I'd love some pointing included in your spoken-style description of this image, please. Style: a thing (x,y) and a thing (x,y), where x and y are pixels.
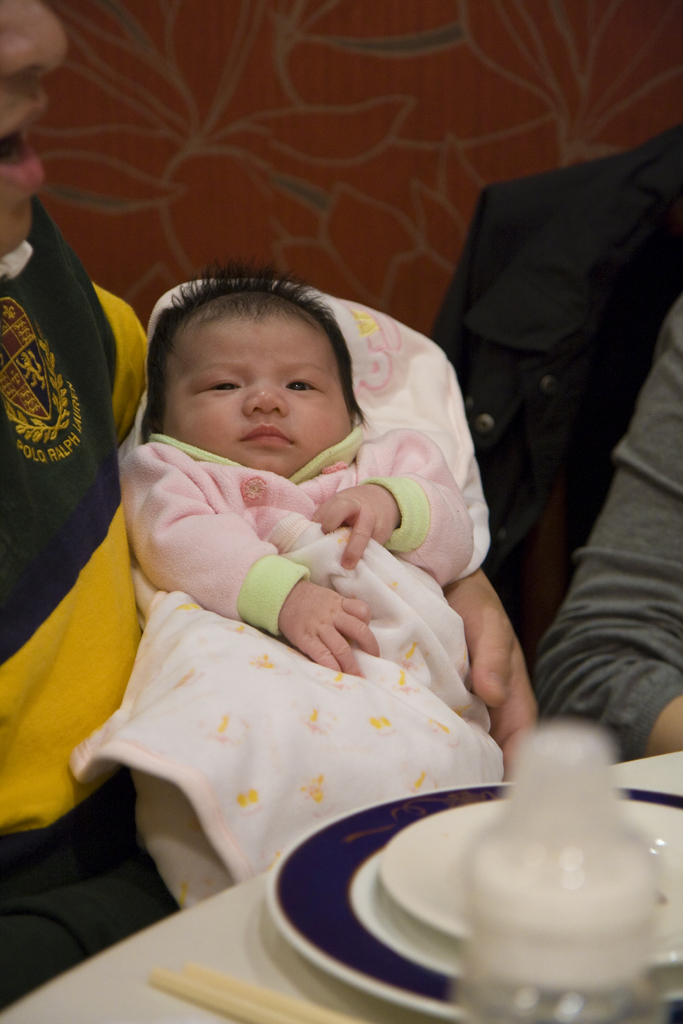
In the foreground of this image (283,599), there is a person (111,596) holding a baby (284,457) and beside them, there is another person (640,573) sitting on a chair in front of a table (155,961) on which there is a bottles (577,937), chop sticks (222,1006) and platter (336,934) on it. Behind them, there is a coat (547,263) and the wall (311,121).
